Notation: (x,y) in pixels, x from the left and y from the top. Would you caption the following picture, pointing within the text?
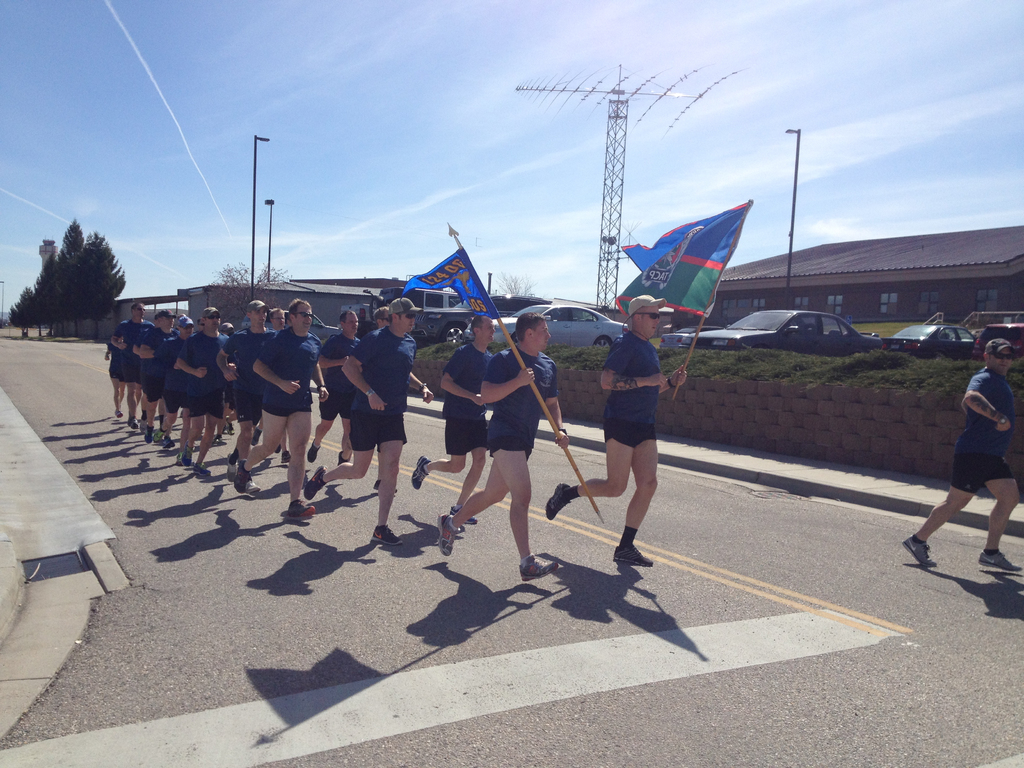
In the center of the image (376,323) we can see a group of people (398,401) are running and wearing blue dress (293,361), shoes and two people (651,380) are holding the flags (462,256). In the background of the image (785,261) we can see the sheds (783,279), poles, lights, roof (872,251), trees (40,300), vehicles (828,348), grass (848,373), ground (807,383), tower (608,112). At the bottom of the image (526,676) we can see the road (946,575). At the top of the image (480,180) we can see the clouds (847,55) are present in the sky (415,43).
